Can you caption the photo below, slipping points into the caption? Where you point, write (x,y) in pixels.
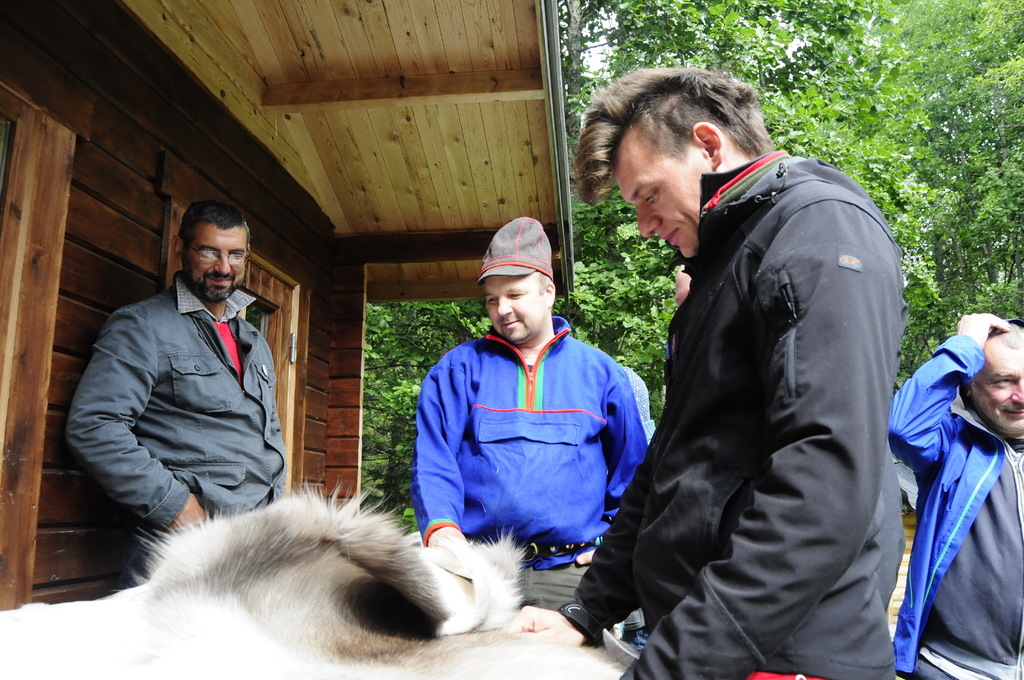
In this image I can see a person (747,388) wearing black color dress (792,437) is standing and in front of him I can see a table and on the table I can see the animal skin (341,612) which is white and black in color. I can see few other persons (223,457) standing, the wooden house (286,223), few trees (784,91) which are green in color and the sky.
